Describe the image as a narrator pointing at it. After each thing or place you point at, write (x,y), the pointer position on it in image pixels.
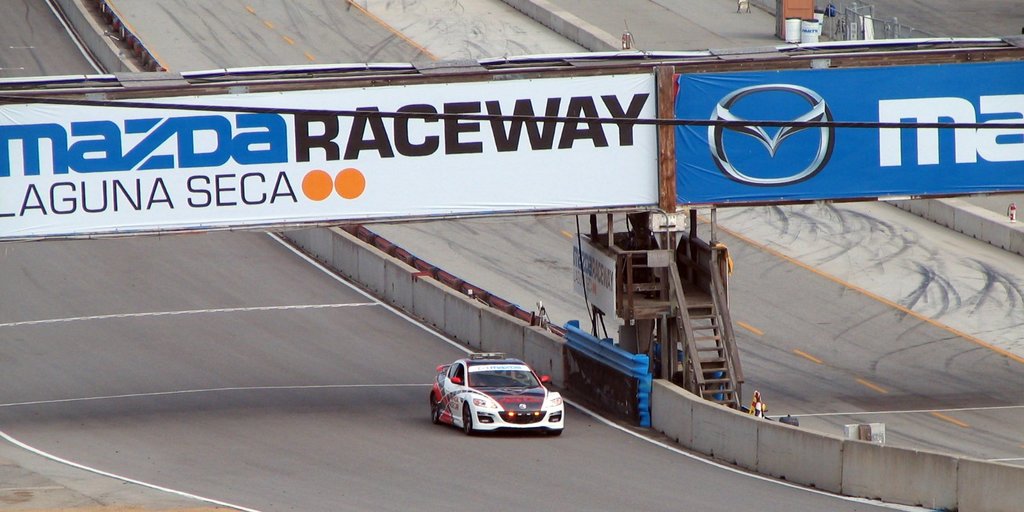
In this image at the bottom (283,374) there is a road (404,372), on the road (187,446) there is one car (541,421) and also there are some boards (587,265) and staircase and some objects (628,270). And in the center (678,184) there are some boards (493,140) and wire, and in the background (863,23) there are some other objects (820,36).
